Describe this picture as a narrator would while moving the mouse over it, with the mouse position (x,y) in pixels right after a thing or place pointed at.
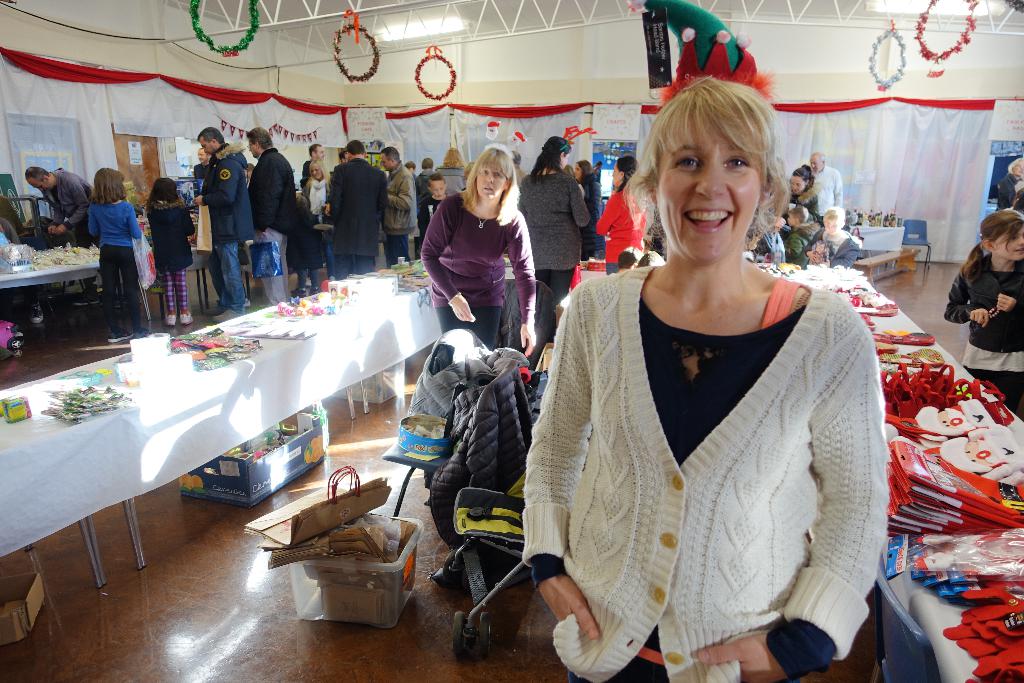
In this picture there is a woman (759,436) wearing a white color sweater (750,436) standing in the front (719,452), smiling and giving a pose into the camera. Behind we can see the exhibition hall (339,407) with some tables (300,343) and selling products (888,341). Behind there are some persons (84,206) doing shopping. In the background (143,121) we can see the white curtains (154,86) and some decorative round ribbons (447,65).
